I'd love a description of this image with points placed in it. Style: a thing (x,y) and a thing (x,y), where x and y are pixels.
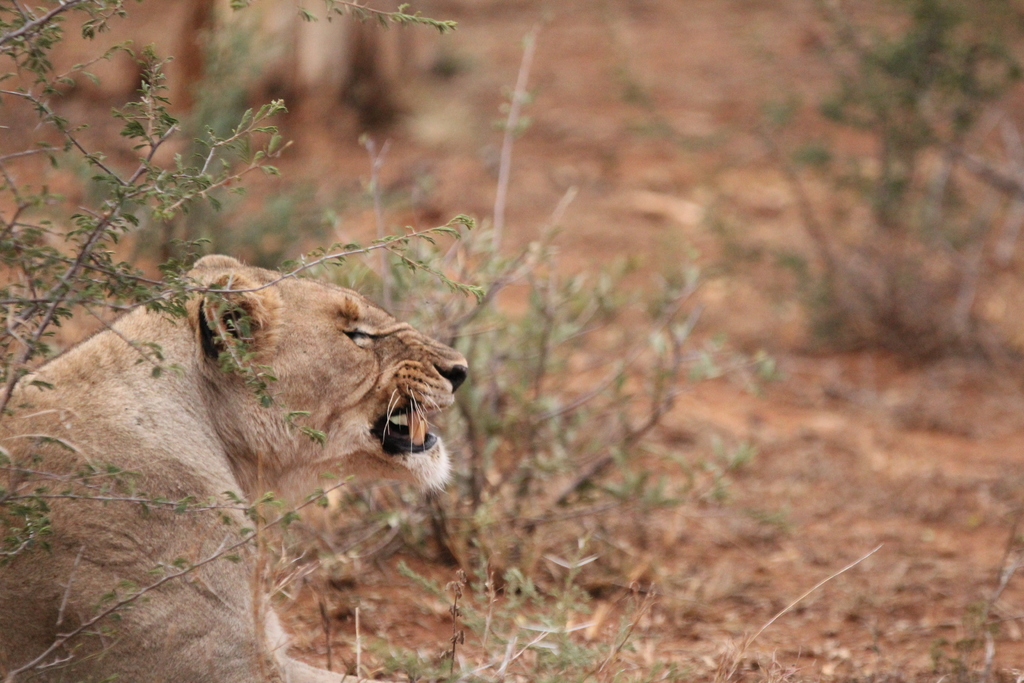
In this picture, we see the lion (198,325) and it is roaring. Behind that, we see the trees (478,296). At the bottom (823,576), we see the soil (823,576), dry leaves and twigs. In the background (787,155), it is brown in color. This picture is blurred in the background (676,293).
